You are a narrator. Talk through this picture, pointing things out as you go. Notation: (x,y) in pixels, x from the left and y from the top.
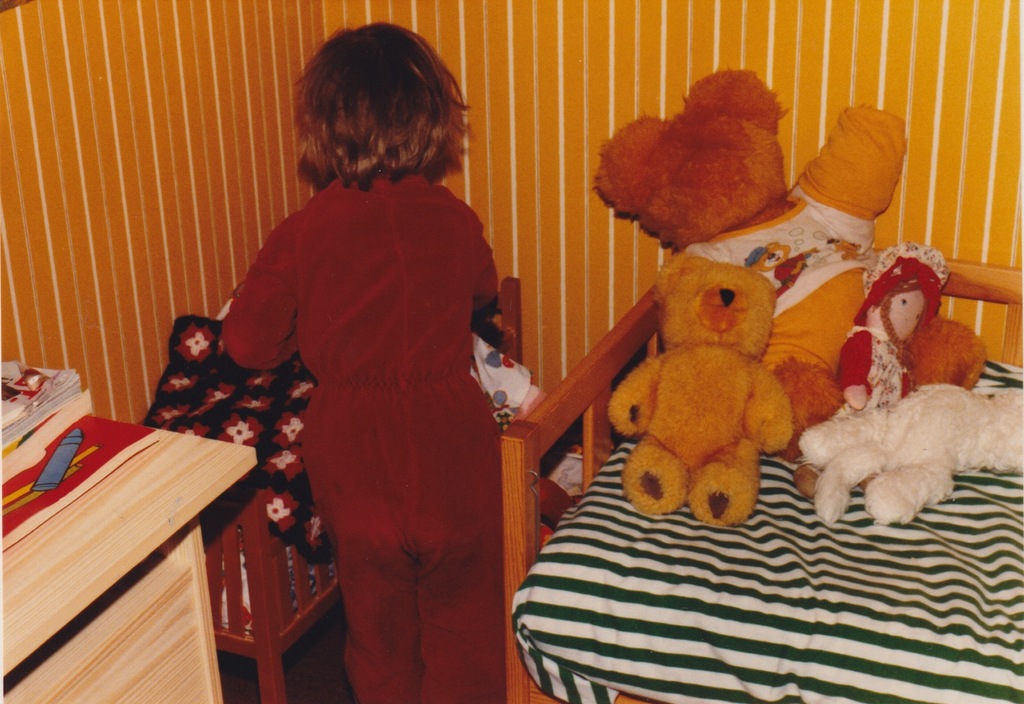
This is the picture taken in a room (391,543), the kid (391,543) is standing on the floor (316,657). In front of the kid (399,419) there is a bed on the bed (654,570) there are toys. Behind the kid (352,419) there is a table (109,554) on the table (72,571) there are books (31,384) and a wall (90,140).
